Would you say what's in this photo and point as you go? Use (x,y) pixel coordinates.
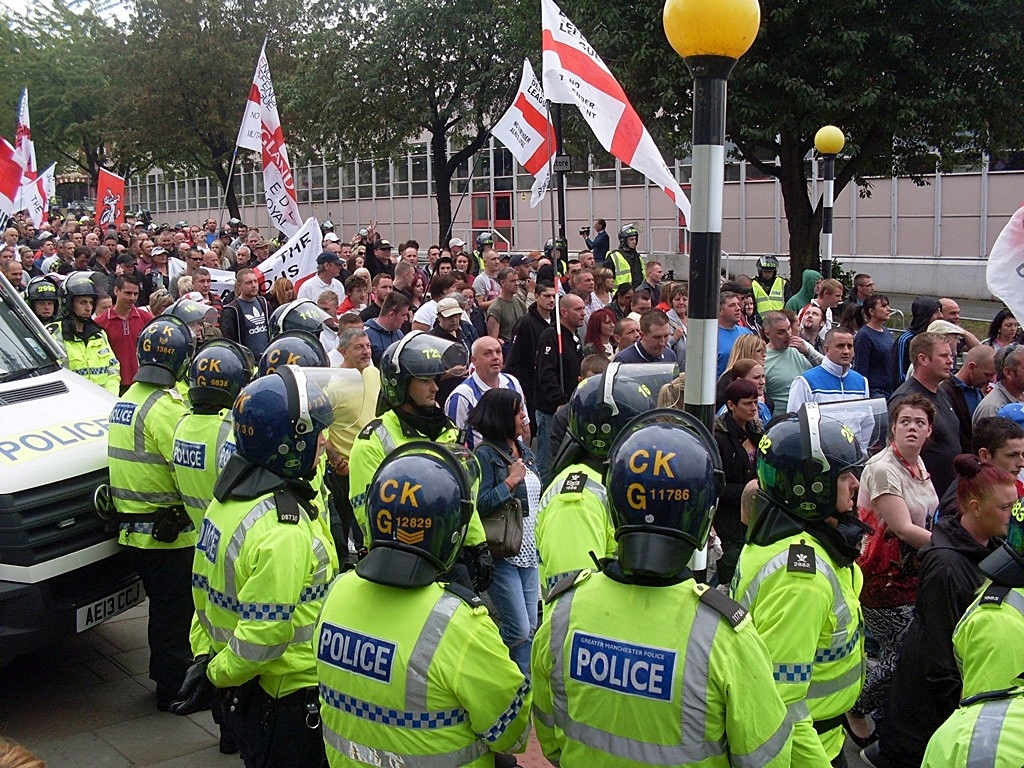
There are group of persons (203,408) in light green color jackets (206,591), standing aside on the road (138,656), on which, there are persons (934,298), some of them are holding flags (611,101), walking. On the left side (63,474), there is a vehicle (63,474) on the road (125,655). In the background (874,170), there are trees (140,133), near a wall (214,205).
